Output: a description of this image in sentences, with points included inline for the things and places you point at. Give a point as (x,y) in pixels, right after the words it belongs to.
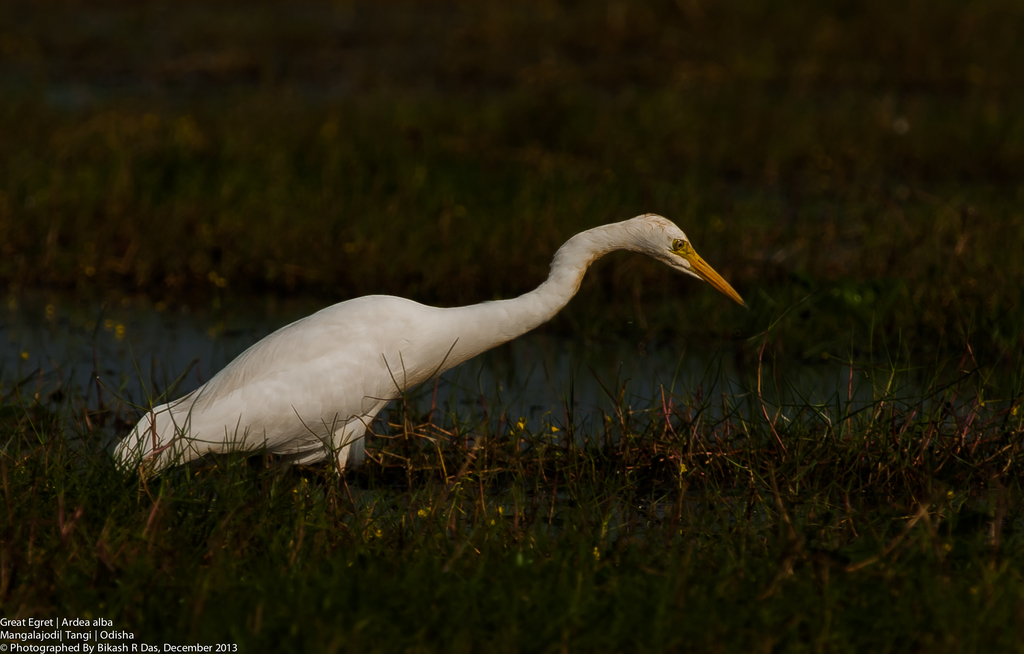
In this picture there is an egret (281,364) standing in the water (15,338). At the bottom (525,573) there is grass (660,425) and water (791,376). In the bottom left (96,629) there is a text (80,629).
